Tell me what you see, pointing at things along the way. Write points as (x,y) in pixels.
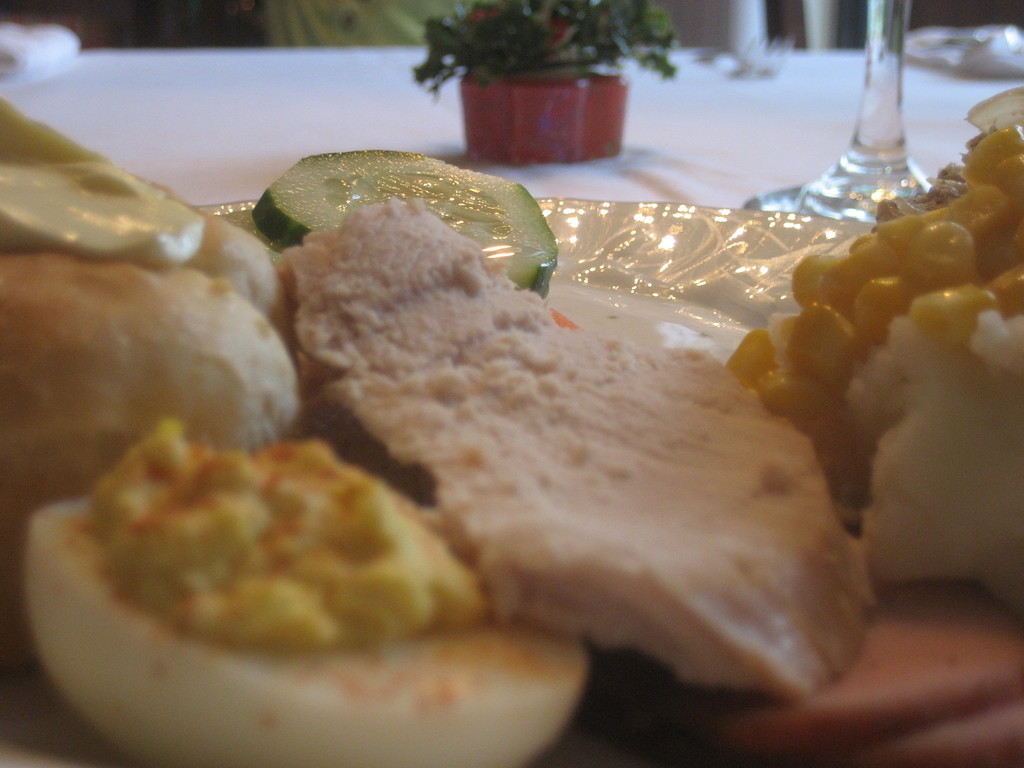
In a white plate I can see the cucumber (460,194), boiled egg (354,528), meat (456,502) and other food items (823,312). This plate (725,279) is kept on the table (681,177). On the table (646,181) I can see the paper (26,66), plant (497,70), pot (508,105) and glass (882,73). At the top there is a chair (323,11).
